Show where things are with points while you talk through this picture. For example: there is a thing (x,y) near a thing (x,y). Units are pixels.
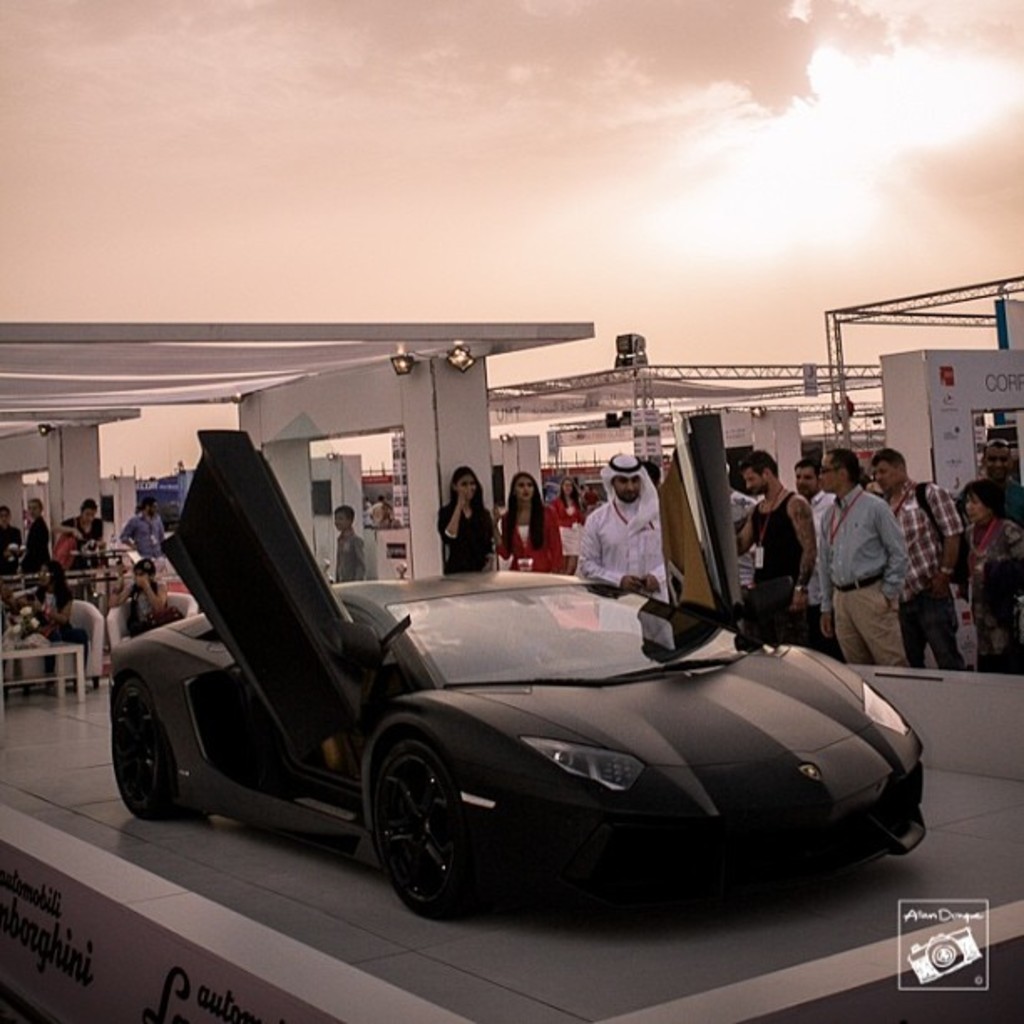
In this image we can see a car (522,826), and there are few people (96,530) wearing access cards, there are some lights (641,350), we can see 2 couches (99,645), in front of it there is a table (61,656), we can see sky (585,178).
